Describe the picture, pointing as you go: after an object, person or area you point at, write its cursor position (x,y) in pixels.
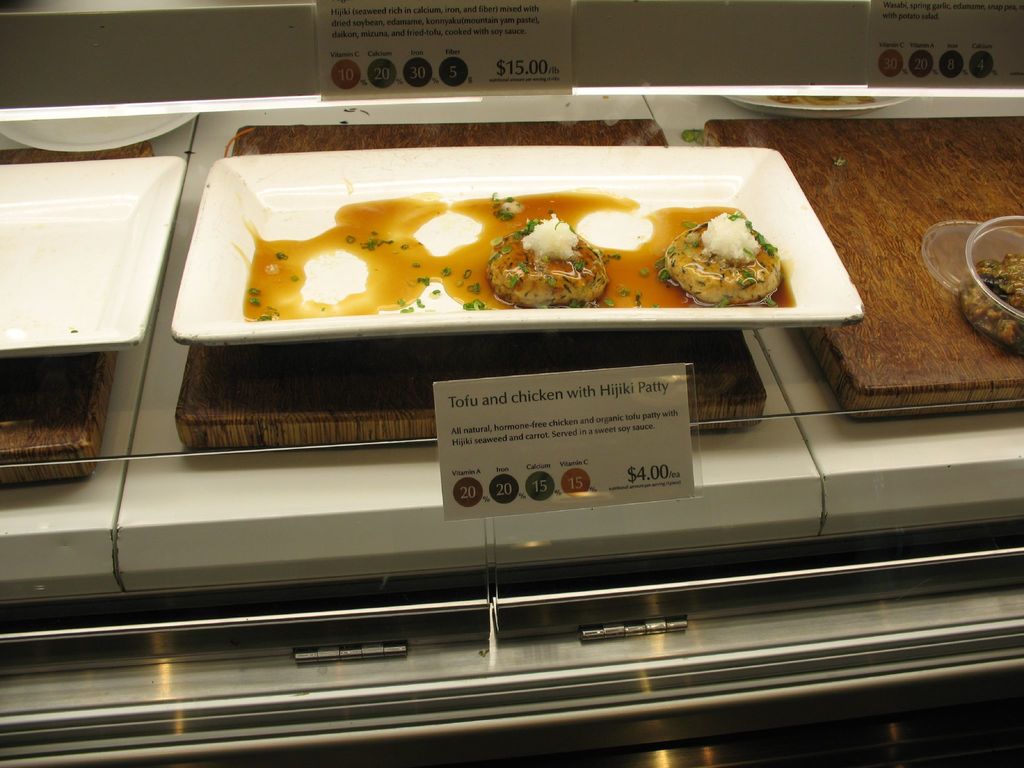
In this image I can see there is some food (369,311) placed on the plate (432,225) and there is a bowl (1002,239) on right side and there is a price tag (480,422) placed.
